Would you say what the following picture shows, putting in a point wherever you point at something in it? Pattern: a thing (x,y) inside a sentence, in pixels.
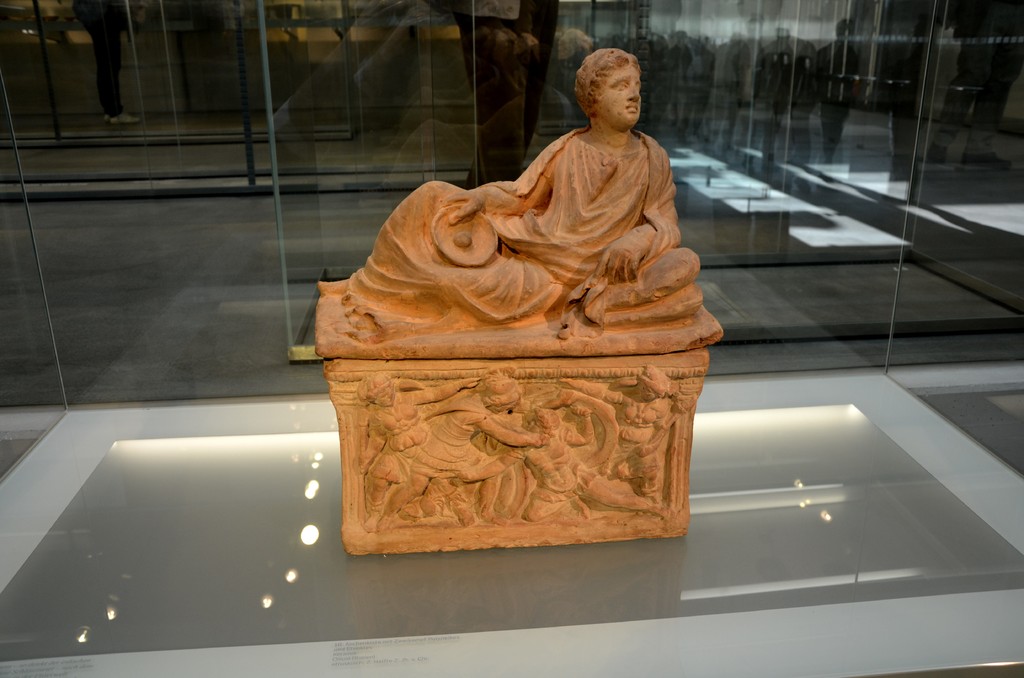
In the picture there is a statue (483,282) present, behind the statue (473,528) there are glass walls (367,55) present.
